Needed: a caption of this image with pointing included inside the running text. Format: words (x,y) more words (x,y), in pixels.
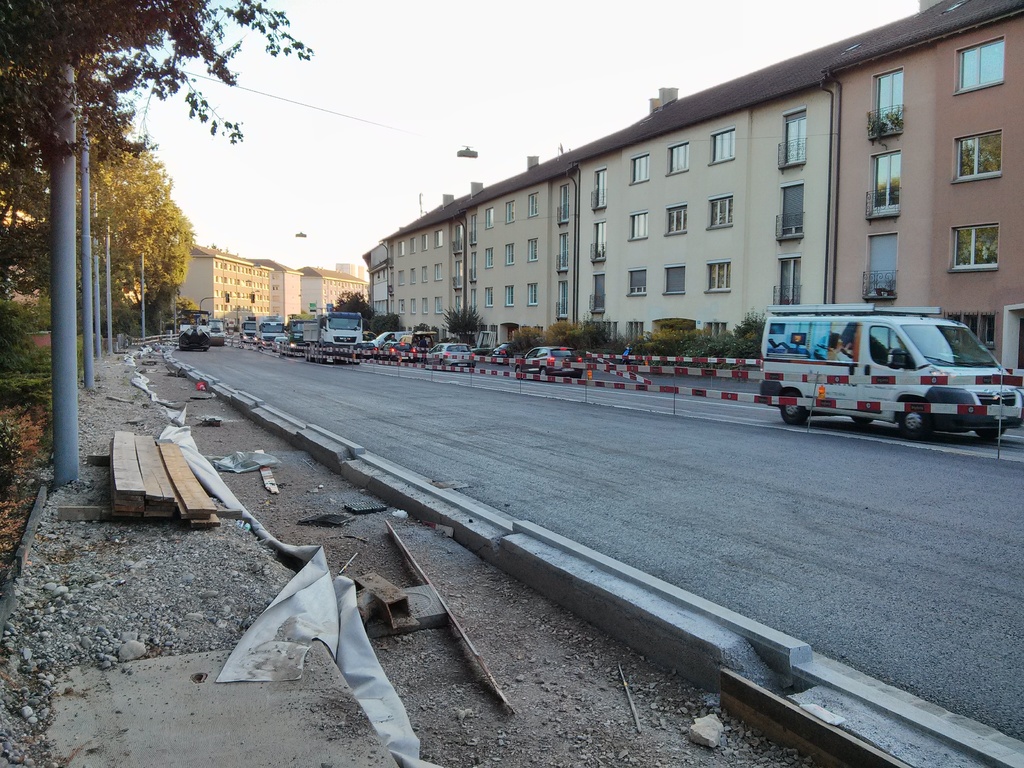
In this image there is a road (612,501) and vehicles (287,345) are passing away. There are stones (209,596) and sand (224,594). There are wooden sticks (133,488) on the left bottom (112,514). There are the trees (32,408) and the iron poles (62,361) on the left side (60,406). On the right side (726,287) there are buildings (884,285). In the background (209,311) there is another building (360,291). The sky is clear.
